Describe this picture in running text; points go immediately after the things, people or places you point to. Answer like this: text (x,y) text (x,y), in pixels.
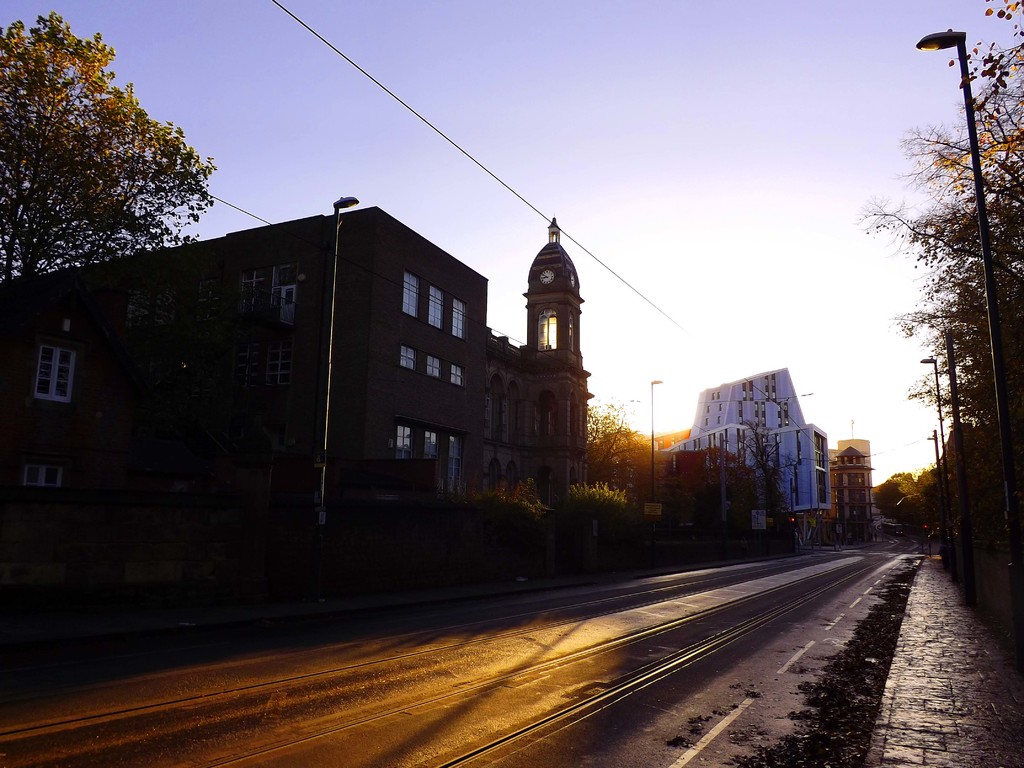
In this picture we can see the road (646,744), footpath (944,602), trees (984,417), wires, light poles (947,496), buildings (104,372) with windows (499,406) and some objects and in the background (733,348) we can see the sky (651,133).
